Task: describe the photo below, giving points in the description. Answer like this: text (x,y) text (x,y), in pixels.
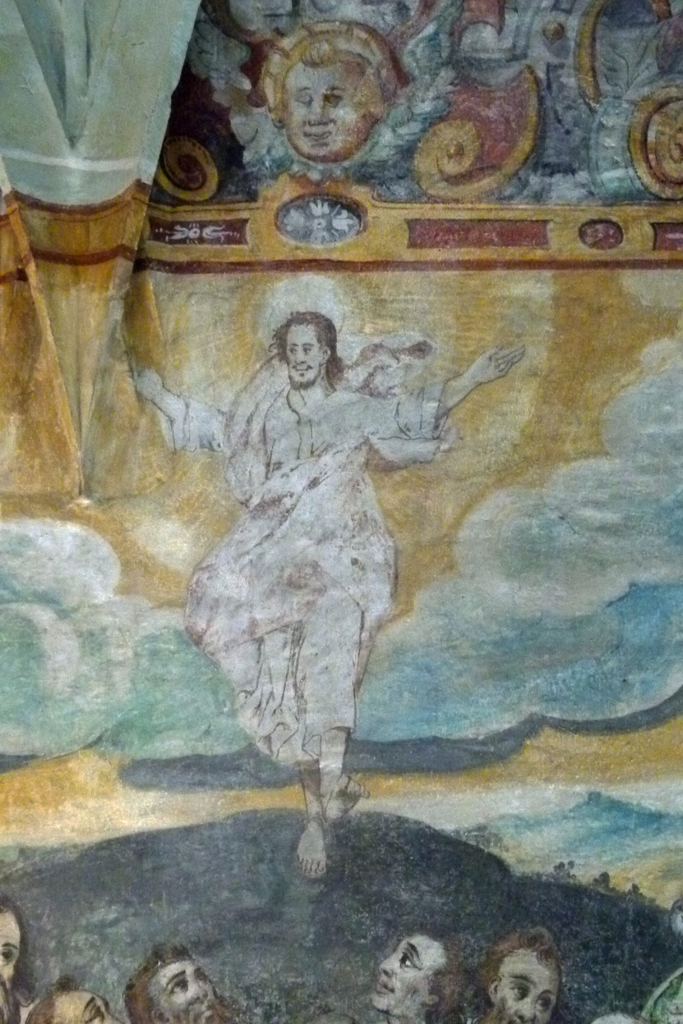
This is a painting and in the painting we can see a person (295,673) standing on the rock (353,883) and there are some other persons (434,999) in front (440,987).
